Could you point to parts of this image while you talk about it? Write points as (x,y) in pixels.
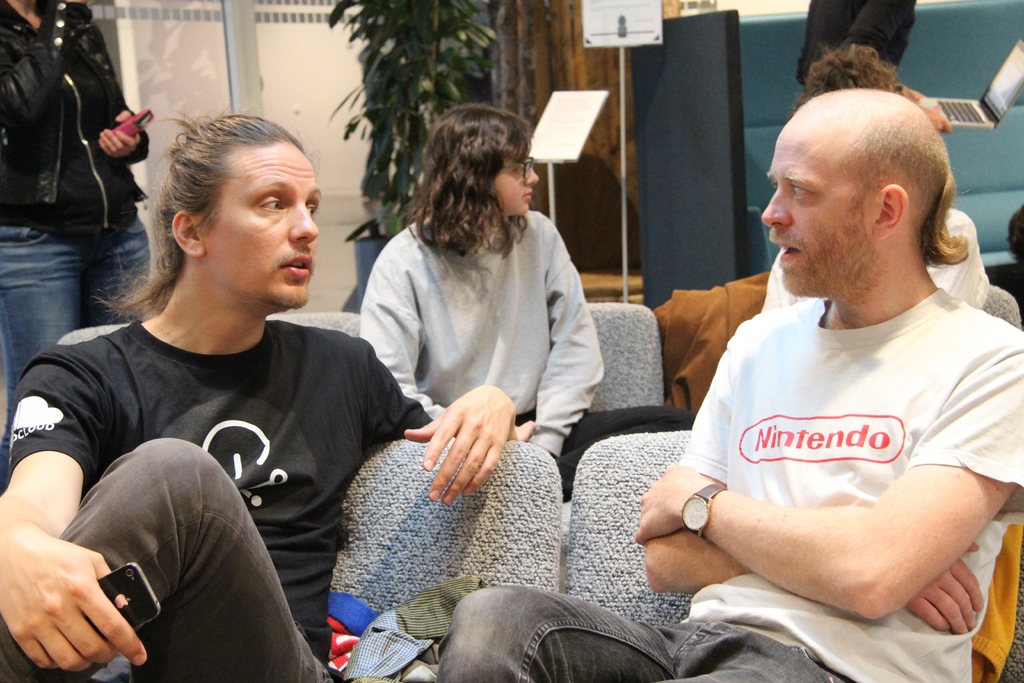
In the image there are few persons (665,477) sitting in chairs (545,505) and talking, on the left side (63,213) there is a person (109,270) standing and in the back (410,105) there is a plant (413,81) in front of glass door (223,79), on right side (873,11) there is a person (846,41) standing with a laptop (960,113) in his hand (934,120).
